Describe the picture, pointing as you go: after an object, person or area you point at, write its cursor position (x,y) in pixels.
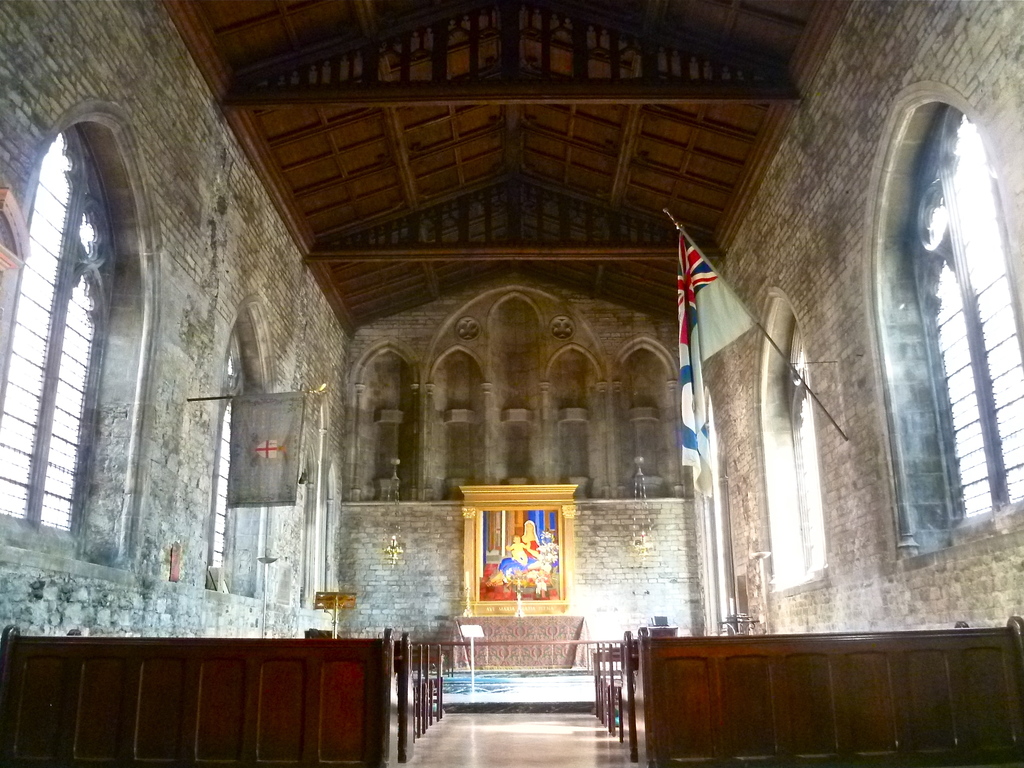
This picture is taken in the building (914,597). In this image, on the right side (960,683), we can see few benches (903,675). On the right side (963,396), we can see a glass window (963,396) and a flag (679,343). On the left side (105,695), we can see few benches (128,712), on the left side (64,344), we can see a glass window (79,335) and a flag (236,462). In the background (482,514), we can see a photo frame (521,570) which is attached to a wall (645,581). At the top (499,34), we can see a roof (586,84).
